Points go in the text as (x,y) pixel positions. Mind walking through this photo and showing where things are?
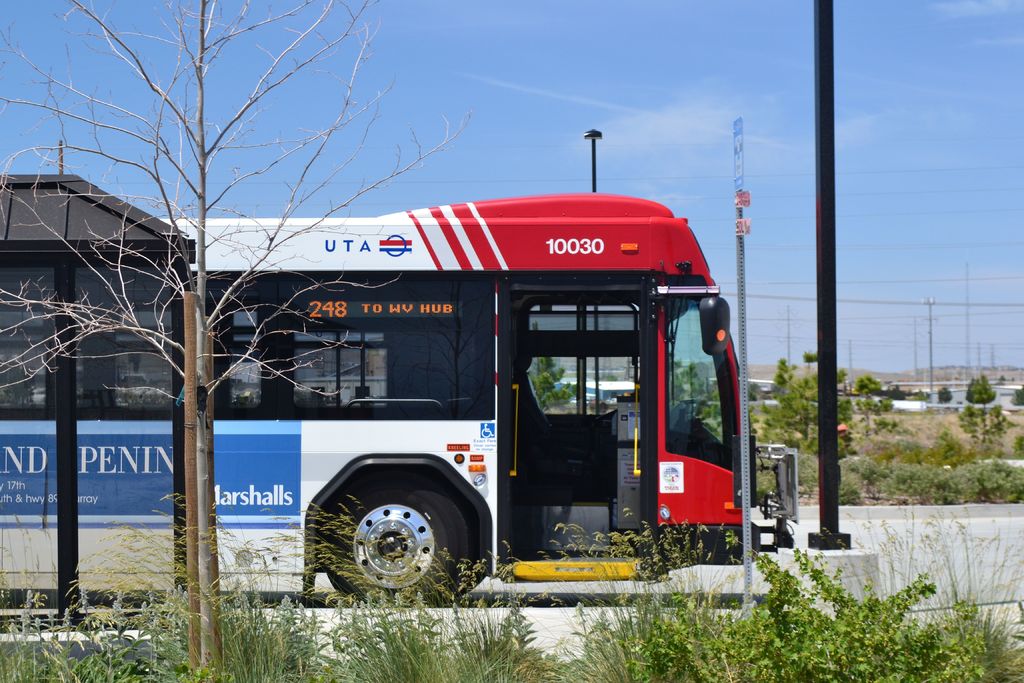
In this image I can see road (947,560) and on it I can see red and white colour bus (444,335). I can also see something is written on this bus (394,307). Here I can see plants (118,659), a tree (168,196), few poles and in the background (161,165) I can see number of poles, number of trees (873,383) and the sky (546,112).
